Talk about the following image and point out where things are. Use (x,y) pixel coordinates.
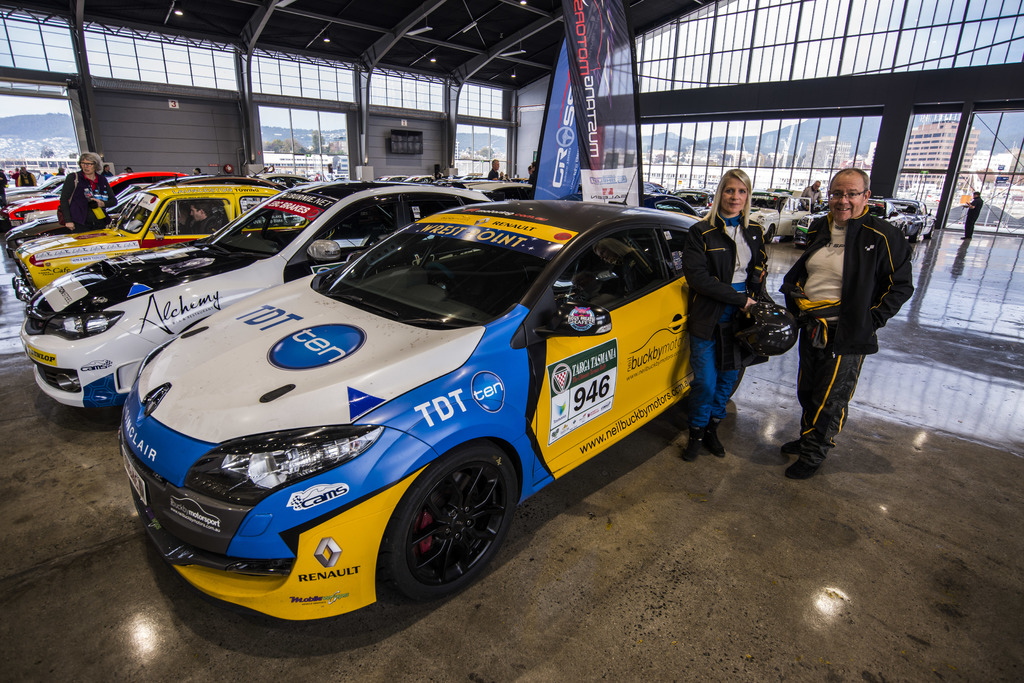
In the foreground of this image (769,431), there is a woman (721,271) and a man (837,263) standing on the floor (767,486) where a woman (716,404) is holding a helmet (768,329). Behind them, there are few cars (679,194), flags (559,137) and few people (496,165) under the shed (788,92). In the background (922,144), there are buildings (922,144), trees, mountains (53,120) and the sky (29,104).
